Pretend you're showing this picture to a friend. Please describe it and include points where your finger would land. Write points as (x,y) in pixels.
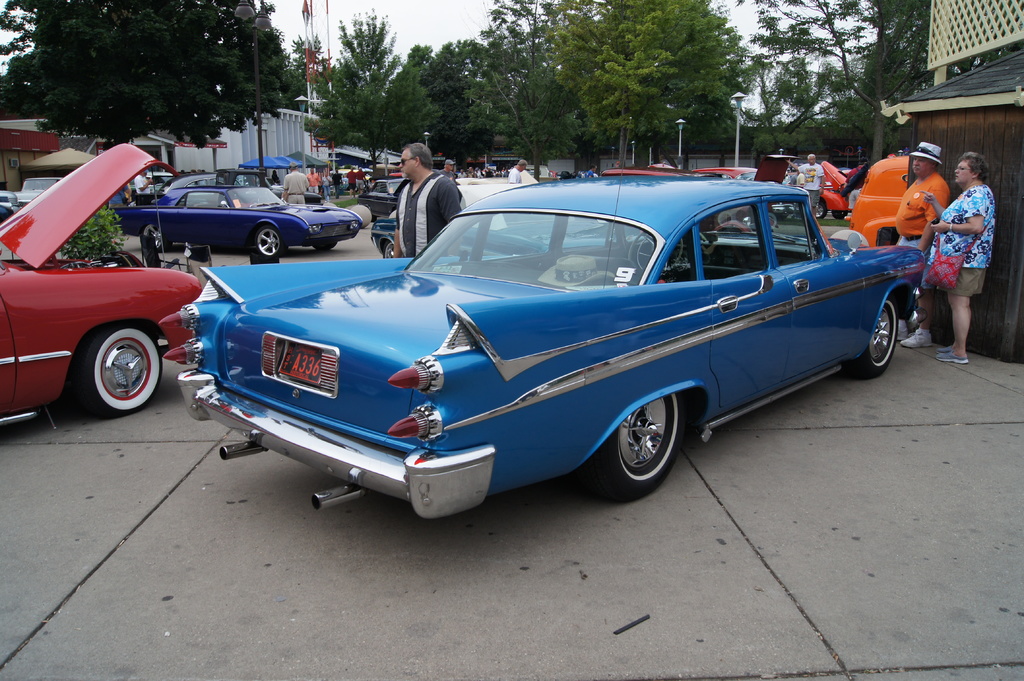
In this picture we can see some cars (649,272) parked here, there are some people (425,195) standing in the background (807,187), we can see some trees (469,58) and poles (304,168) here, there is pavement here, we can see the sky (447,21) at the top of the picture (434,16), we can see umbrellas (295,158) here, on the right side (974,136) there is a room (987,133).
